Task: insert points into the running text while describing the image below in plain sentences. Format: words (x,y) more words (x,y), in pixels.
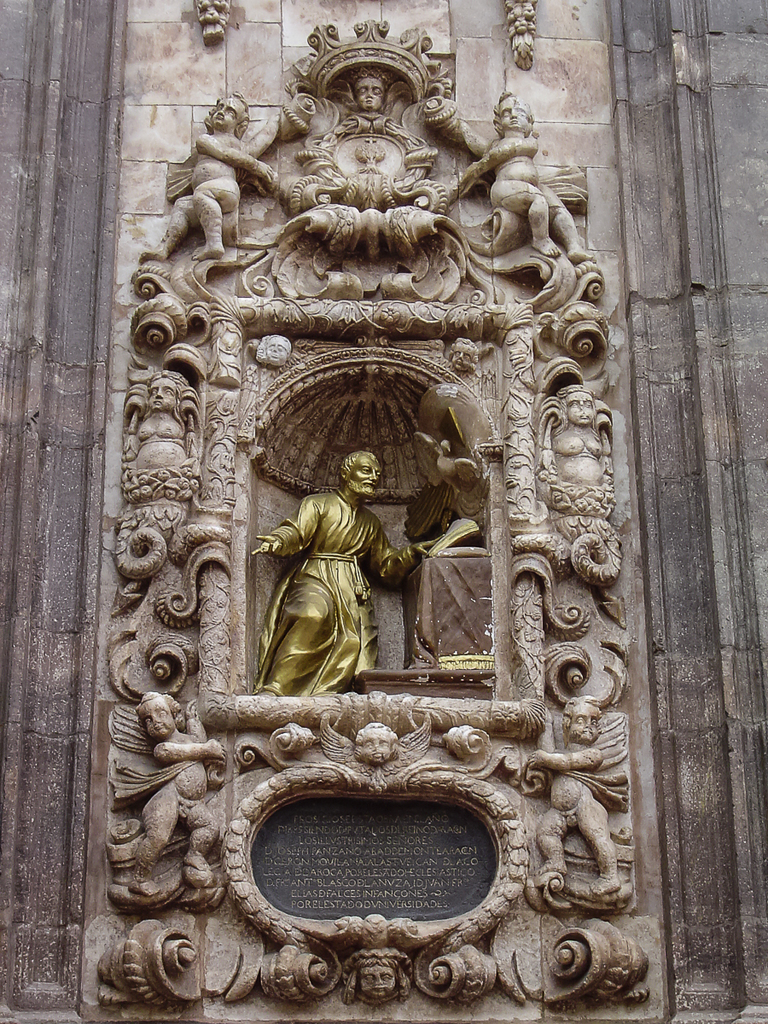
In this picture I can see sculptures (141,653) on the wall (687,940).
